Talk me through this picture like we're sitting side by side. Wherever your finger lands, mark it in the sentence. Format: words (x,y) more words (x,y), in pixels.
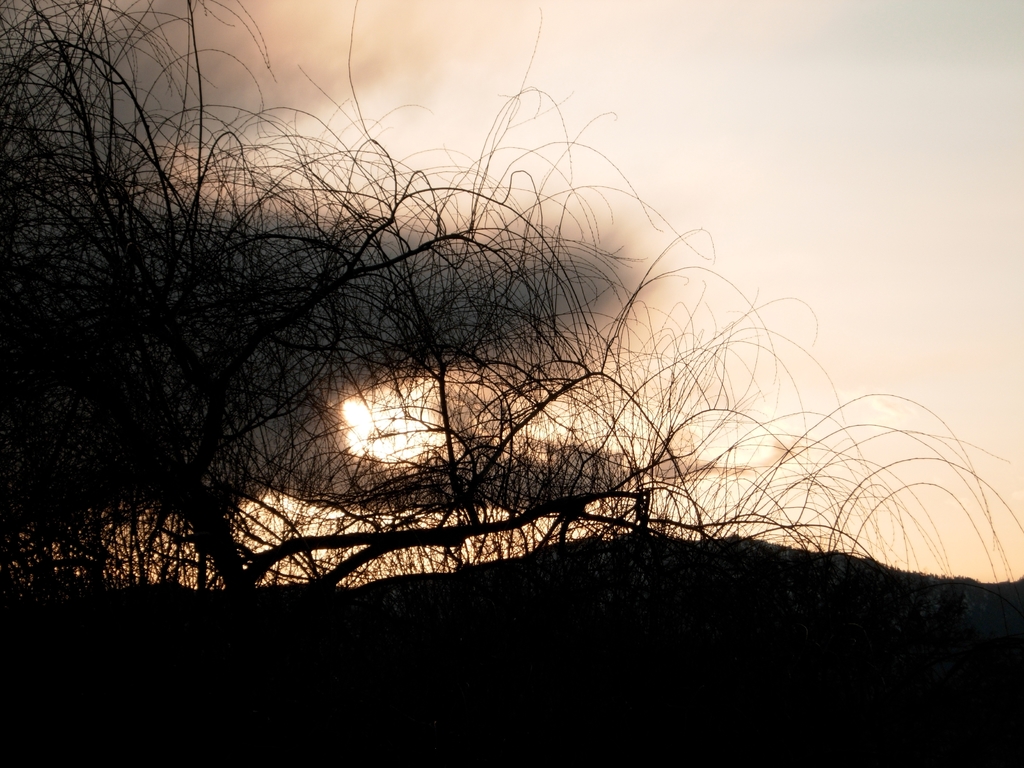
At the bottom (648,656) the image is dark. On the left side (290,158) we can see a bare tree (289,340). In the background (362,285) we can see a smoke (294,121) and sun (369,446) in the sky (681,221).
